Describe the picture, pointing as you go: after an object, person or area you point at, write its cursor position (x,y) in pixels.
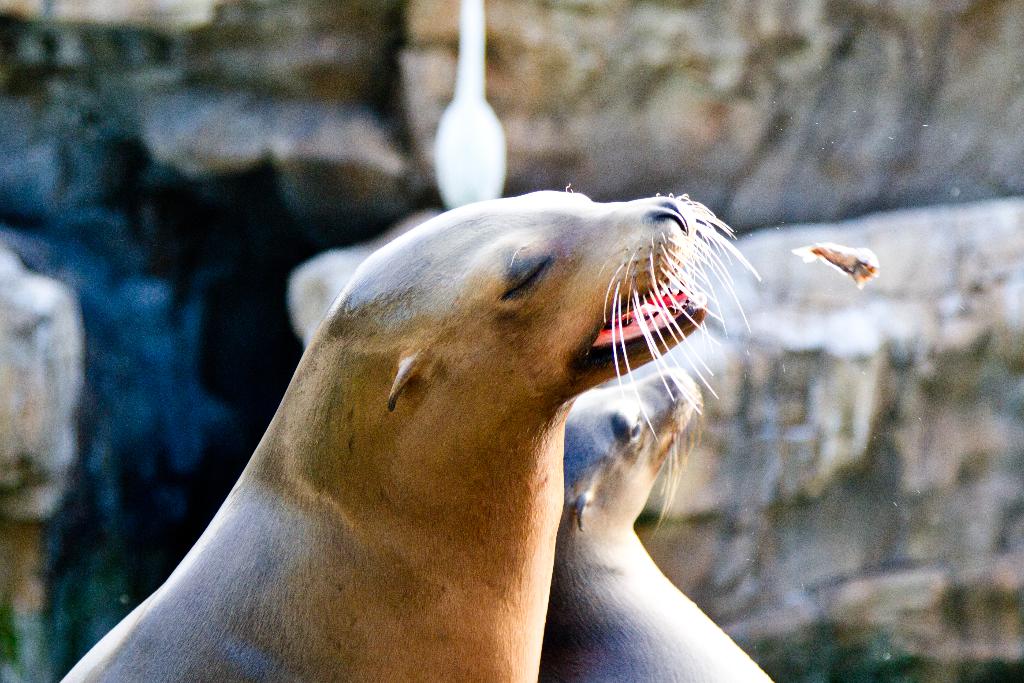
This image consists of seals (498,562). In the background (39,314), there are rocks (883,335). The seals (624,622) are in brown color.
